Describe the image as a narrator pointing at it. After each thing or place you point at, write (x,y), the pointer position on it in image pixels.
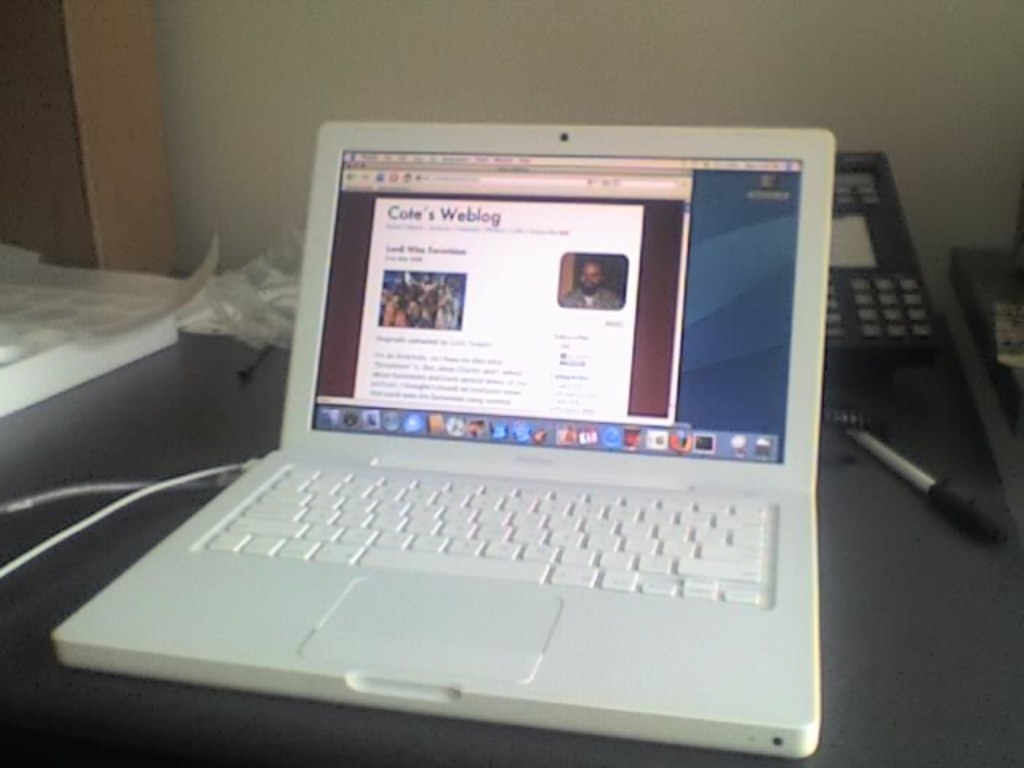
In this image we can see there is a table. On the table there is a laptop (534,555), telephone (895,330) and some other objects (10,383) placed on it. In the background (720,46) there is a wall (720,46).
